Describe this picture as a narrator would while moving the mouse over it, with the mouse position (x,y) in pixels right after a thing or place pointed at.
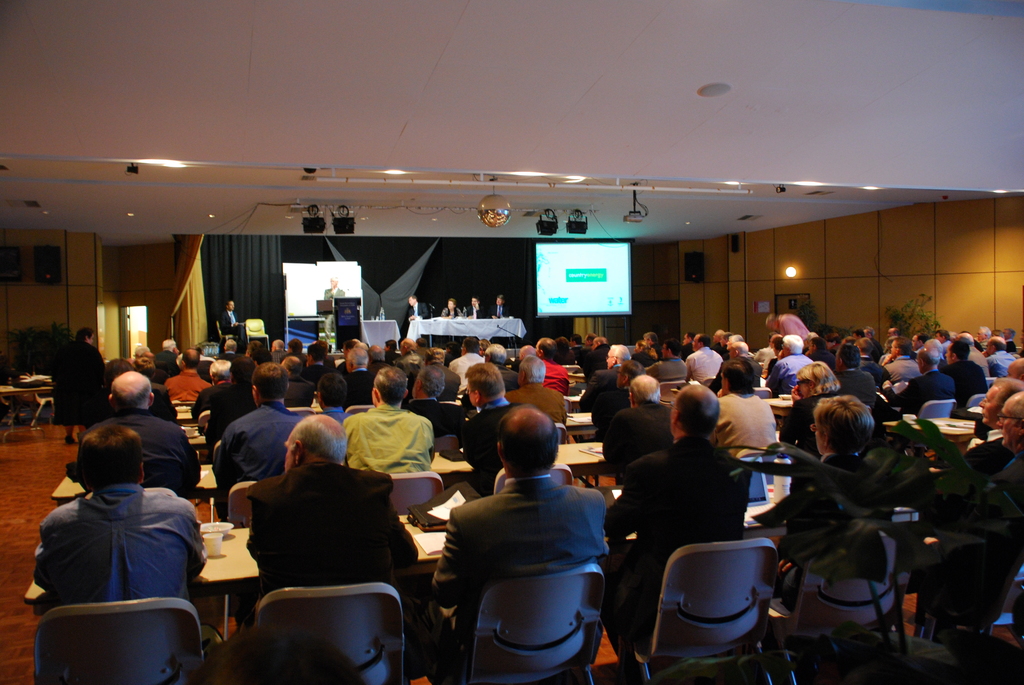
Here we can see a group of people (835,350) sitting on chairs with tables (246,566) in front of them probably attending a meeting and in front of them we can see some people (229,312) sitting and a person (327,317) standing giving a speech and there is a projector screen (624,263) present and there are lights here and there
